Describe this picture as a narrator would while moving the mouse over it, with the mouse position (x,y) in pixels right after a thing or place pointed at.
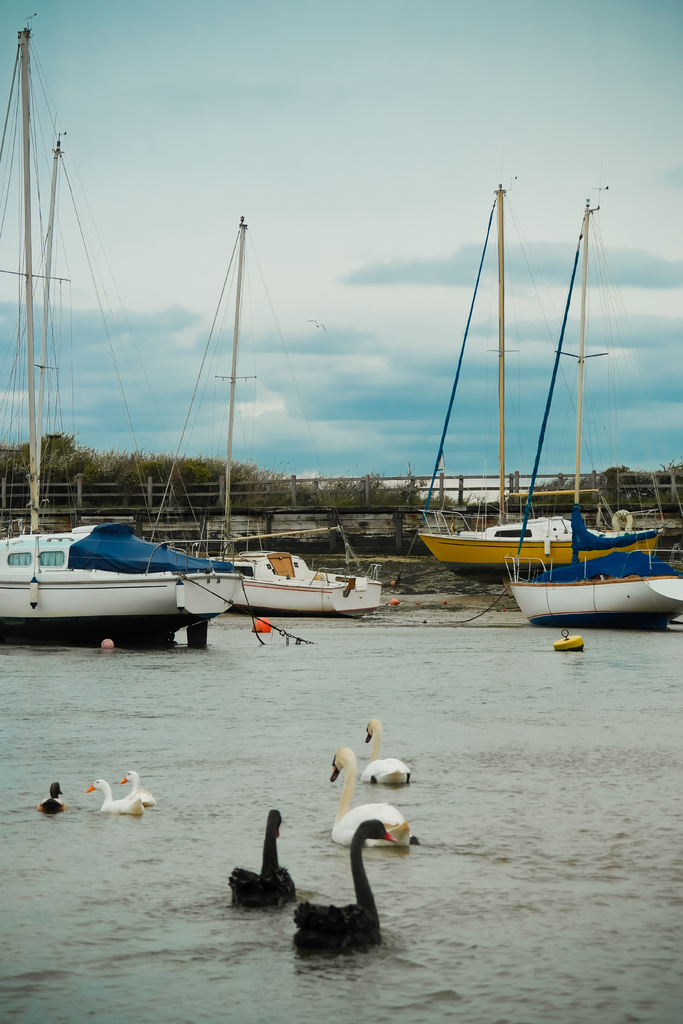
In this image we can see birds (145,805) and ships (44,560) are on the water (678,962). In the background (394,462) we can see ships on the ground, poles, fence (595,473), objects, trees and clouds (174,325) in the sky (288,257).
